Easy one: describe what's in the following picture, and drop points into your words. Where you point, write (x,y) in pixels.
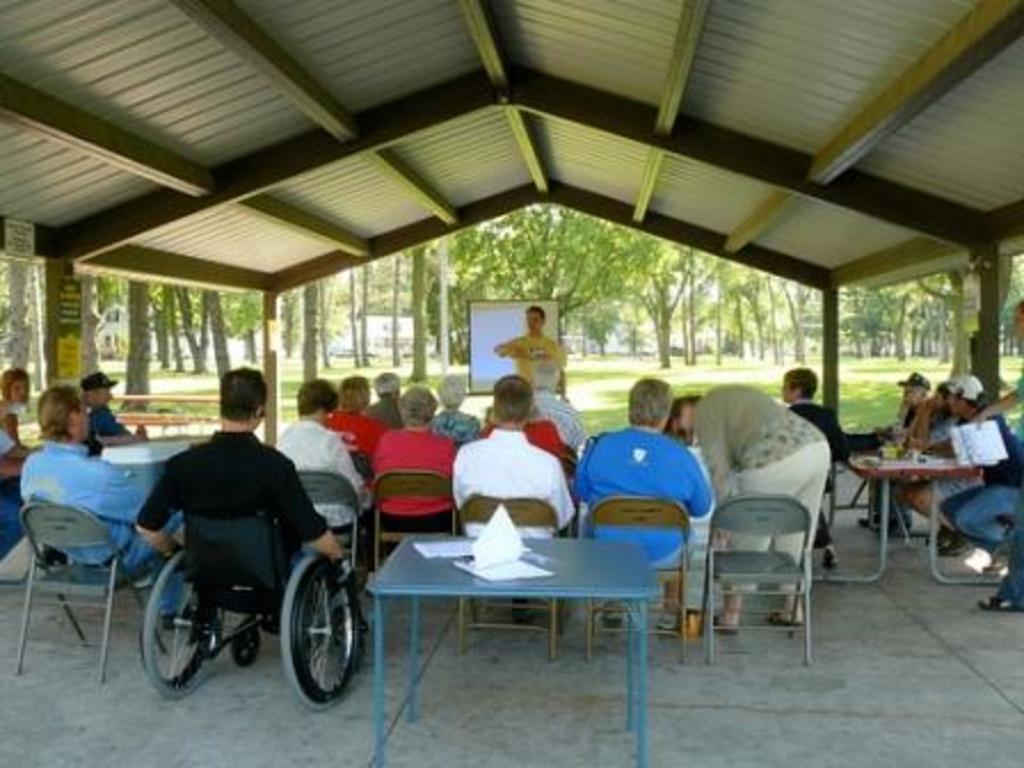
Here we can see a group of people (497,438) sitting on chairs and there is a man (533,365) in front of them giving a lecture and behind him there are trees (573,272) and at the middle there is a table (403,541) with papers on it
